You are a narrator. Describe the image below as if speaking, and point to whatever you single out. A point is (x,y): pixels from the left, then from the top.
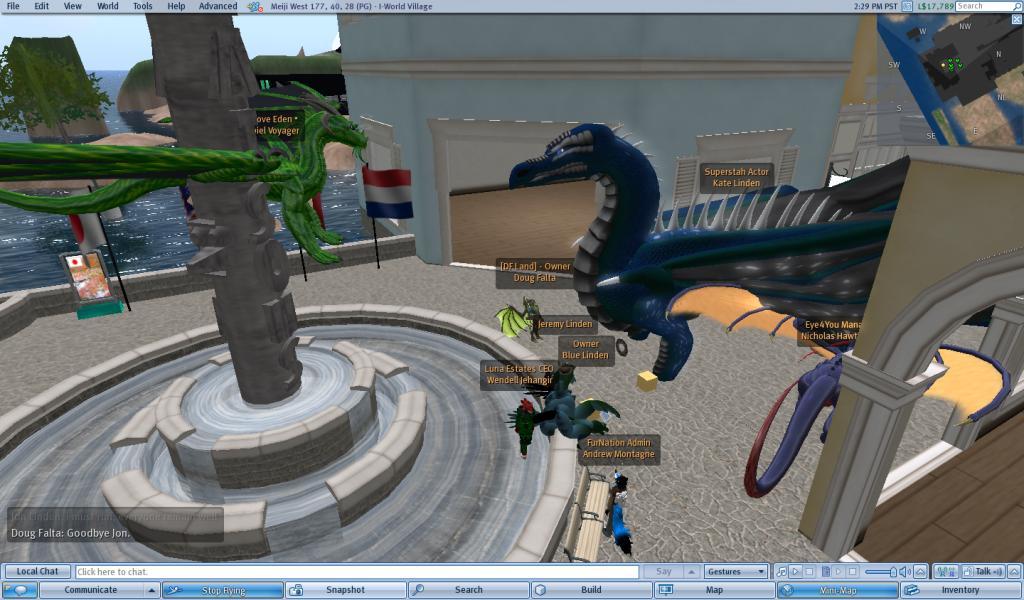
This picture describes about animation images, in this we can find dragons (313,152), buildings (426,191), flags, water (279,217) and other things (329,418).
